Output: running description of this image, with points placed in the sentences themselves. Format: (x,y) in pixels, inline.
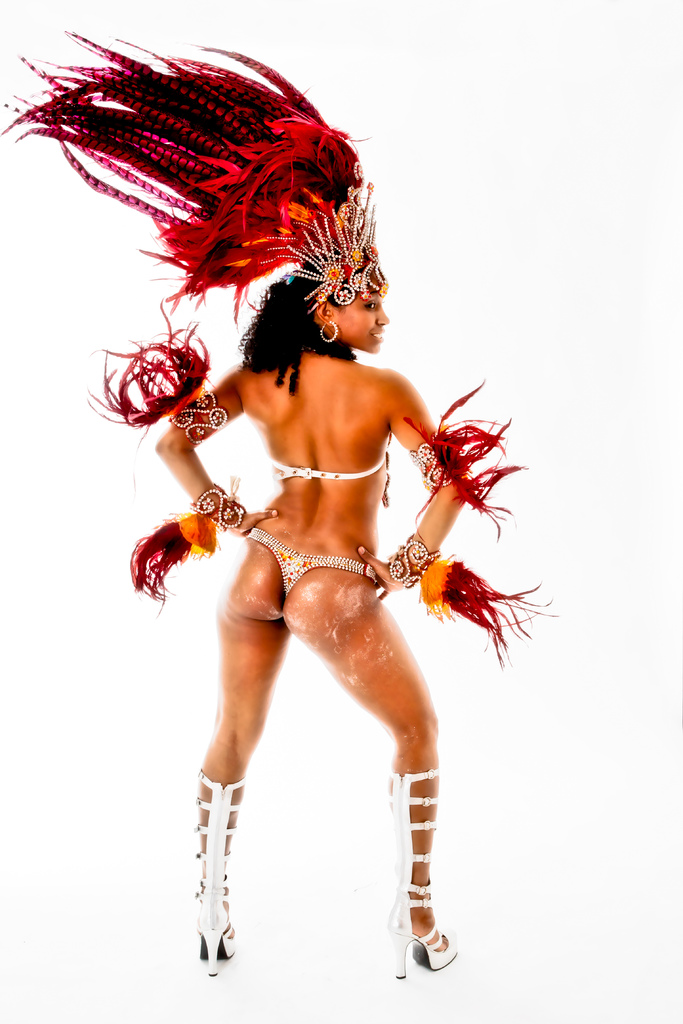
Here is the woman (292,580) standing and smiling. She wore heels (430,937), fancy dress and a crown (194,188). These are the kind of feathers (150,400), which are red in color. The background (403,63) looks white in color.
